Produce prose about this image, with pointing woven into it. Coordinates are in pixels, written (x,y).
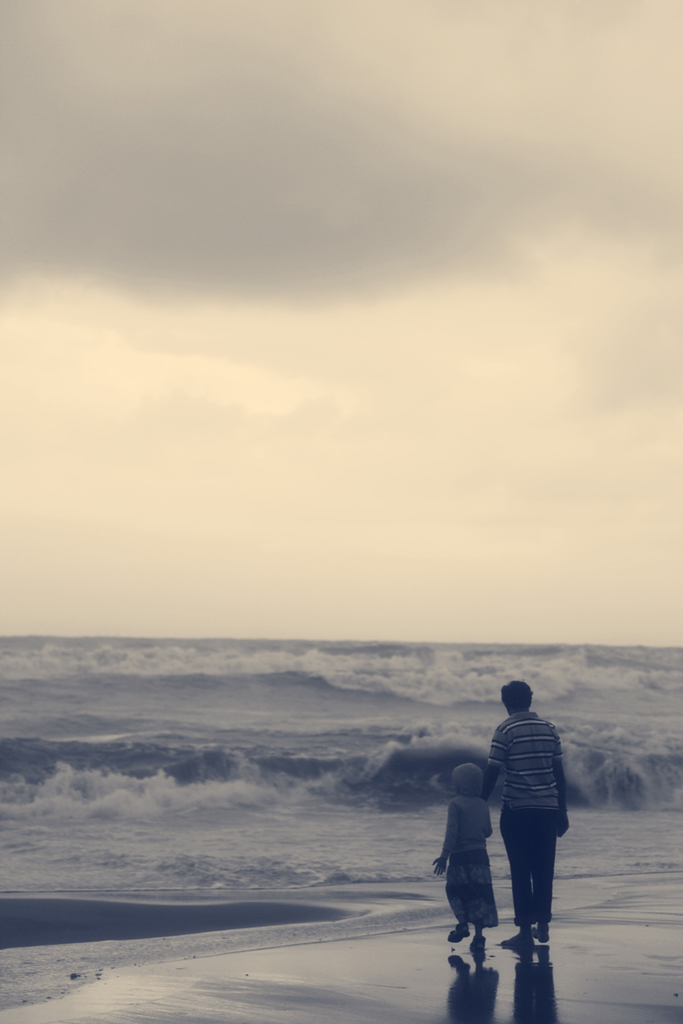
In this image in the center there are persons (525,864) standing. In the background (195,721) there is an ocean (203,713) and the sky (373,462) is cloudy.
